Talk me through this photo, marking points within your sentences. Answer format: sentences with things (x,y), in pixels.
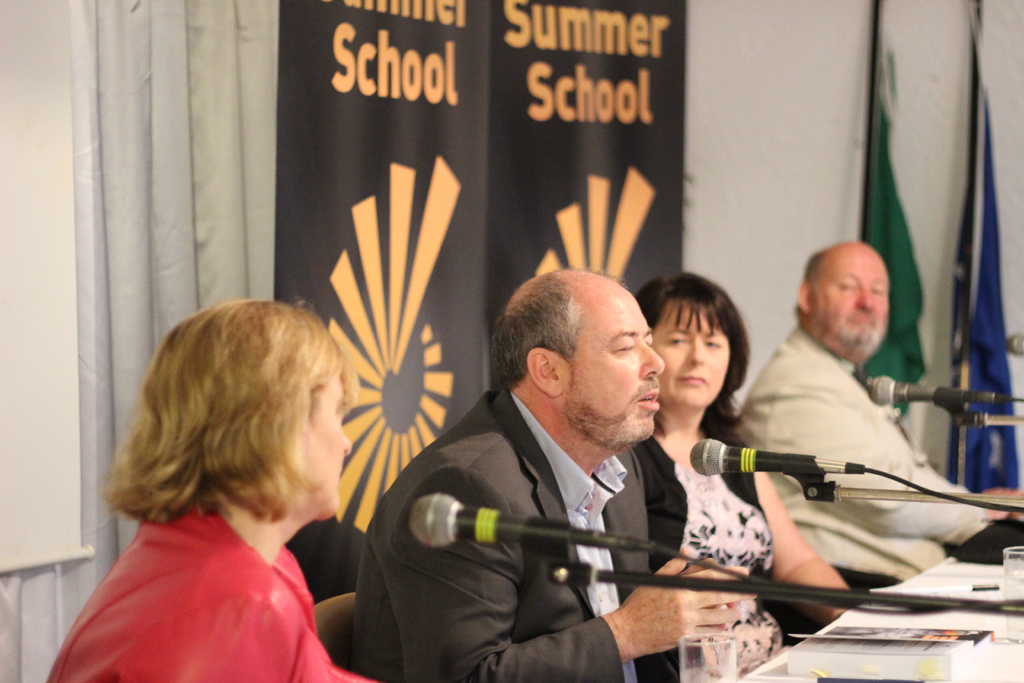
In the image there are few people (680,561) sitting. In front of them there is a table (947,568) with glasses (1017,567), books (870,653) and stands (832,589) with mics (711,470). Behind them there are banners (643,59), curtains (256,142) and on the left corner of the image (56,463) there is a screen (70,302). In the background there are poles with flags (992,186).
